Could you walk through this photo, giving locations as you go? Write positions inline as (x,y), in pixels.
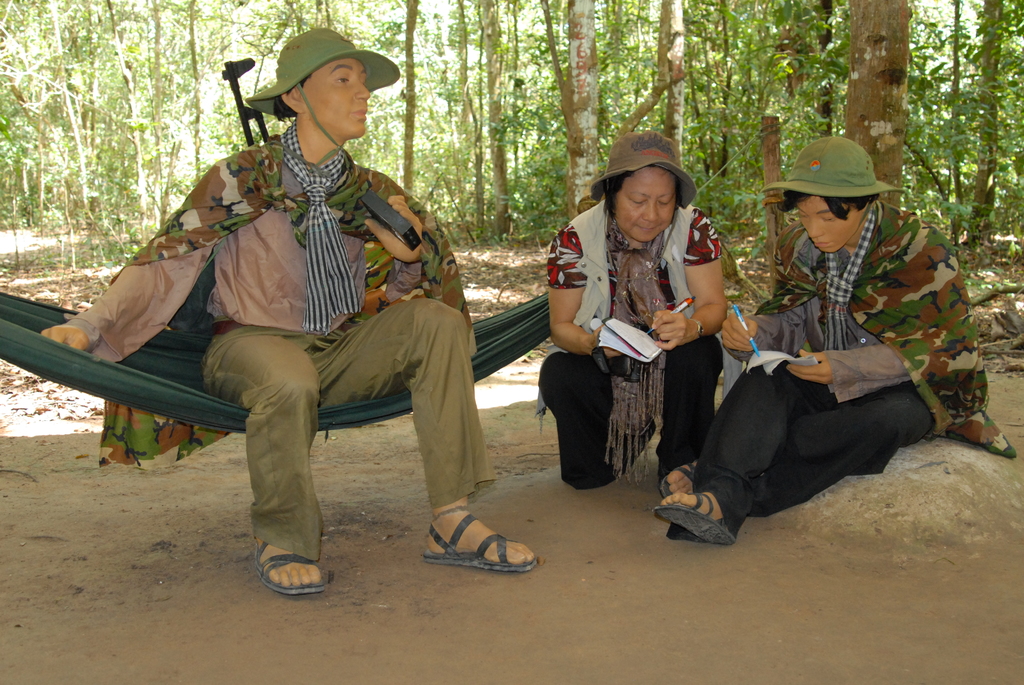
In this picture I can see there is a person's statue (376,372) and there is a woman (618,289) sitting on the floor (505,264) and there is another statue (789,286) at the right side (886,254). There are few trees (589,148) in the backdrop (426,87).
